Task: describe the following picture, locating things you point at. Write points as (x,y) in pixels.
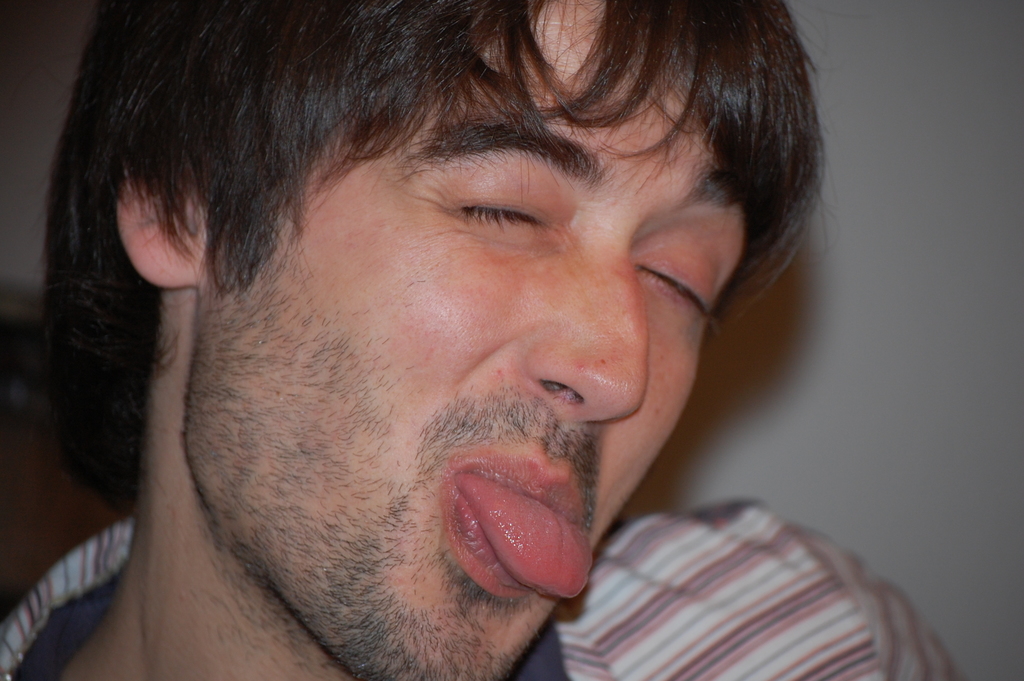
There is a man (310,349) with closed eyes (712,305) and keeping the tongue (509,555) outside the mouth (475,520). In the background (884,299) there is a wall (849,149).
